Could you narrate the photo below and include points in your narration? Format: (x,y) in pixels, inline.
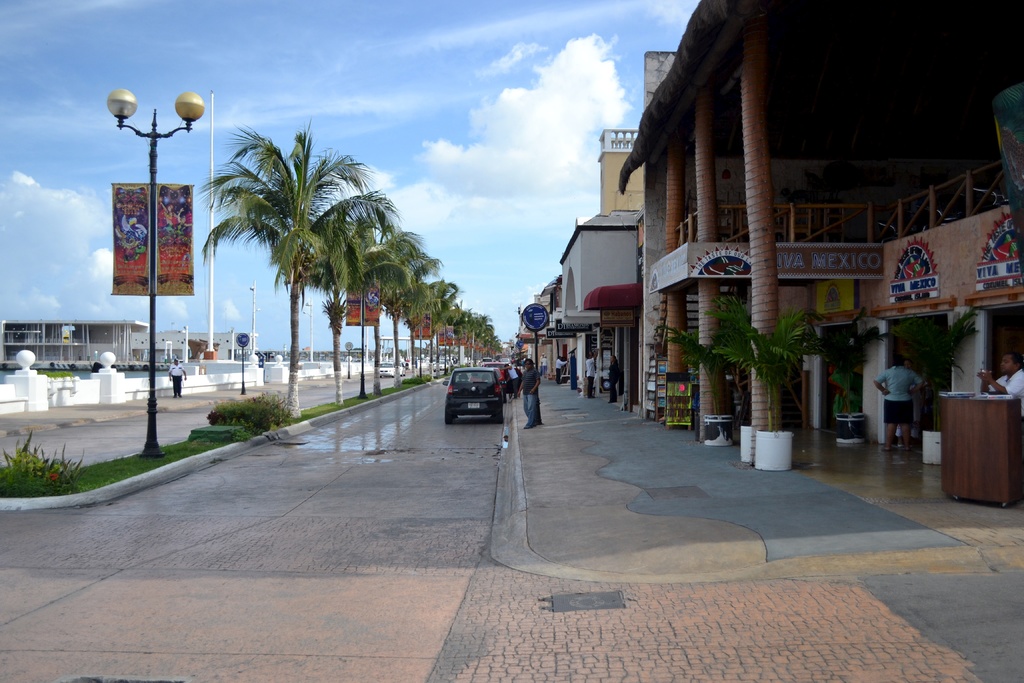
This picture might be taken from outside of the city. In this image, on the right side (890,335), we can see a building (894,260), pillars (757,42), plant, flower pot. On the right side (982,384), we can see a man (1019,383) standing in front of the podium (997,396). On the left side (310,248), we can see some street light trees (343,242), hoardings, buildings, person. In the middle of the image (542,358), we can see group of people (565,380), cars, hoardings (543,305). On the top (498,30), we can see a sky (498,30), at the bottom (49,512) there is a land (648,532).
